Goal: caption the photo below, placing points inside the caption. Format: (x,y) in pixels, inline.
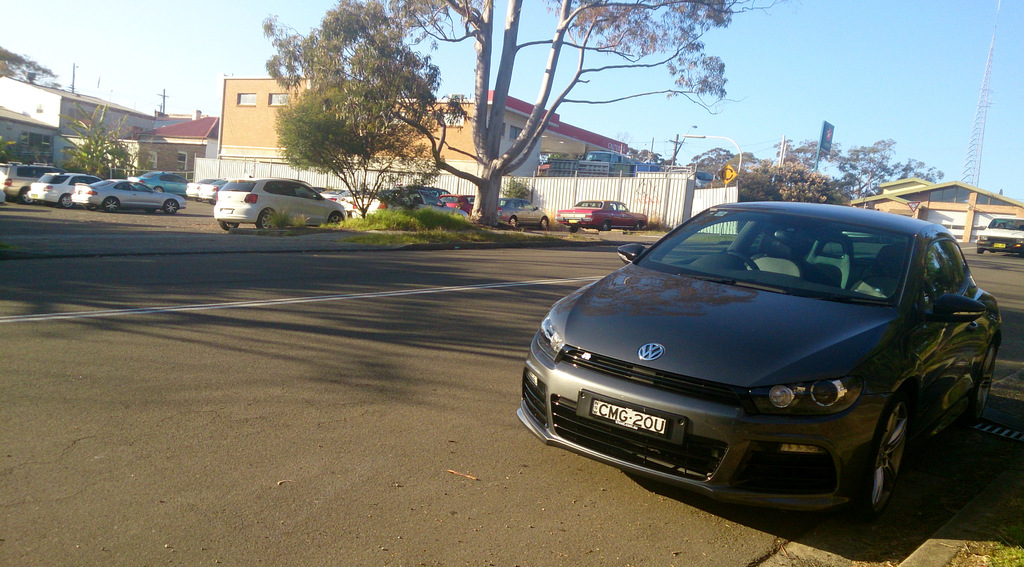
In this picture, we can see a few vehicles (671,264), road (592,277), ground (328,227) with grass (423,228), trees (492,122), plants (439,222), poles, towers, posters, buildings (454,119), with windows (37,149), sign boards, and the sky (222,50).
